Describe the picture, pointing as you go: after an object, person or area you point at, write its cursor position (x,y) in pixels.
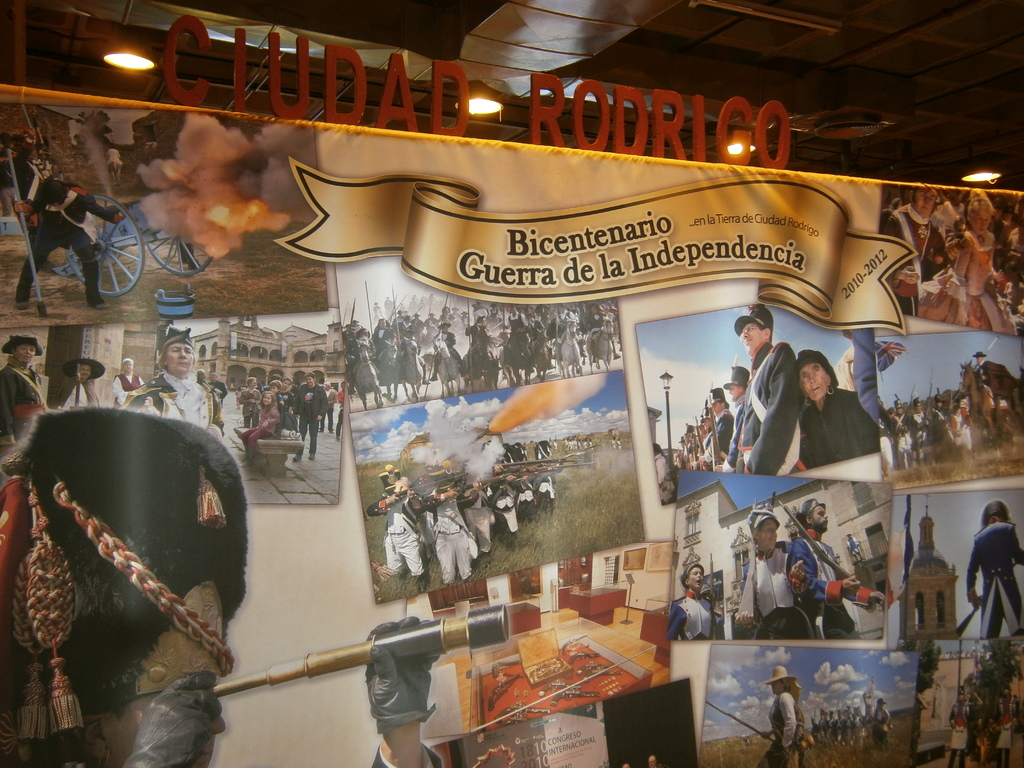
In this image I can see the banner (715,255) in which I can see few pictures (368,483) and I can see few people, buildings (337,343), grass (555,540), sky (324,332) and few objects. I can see few lights (136,59) and the boards (621,85).
